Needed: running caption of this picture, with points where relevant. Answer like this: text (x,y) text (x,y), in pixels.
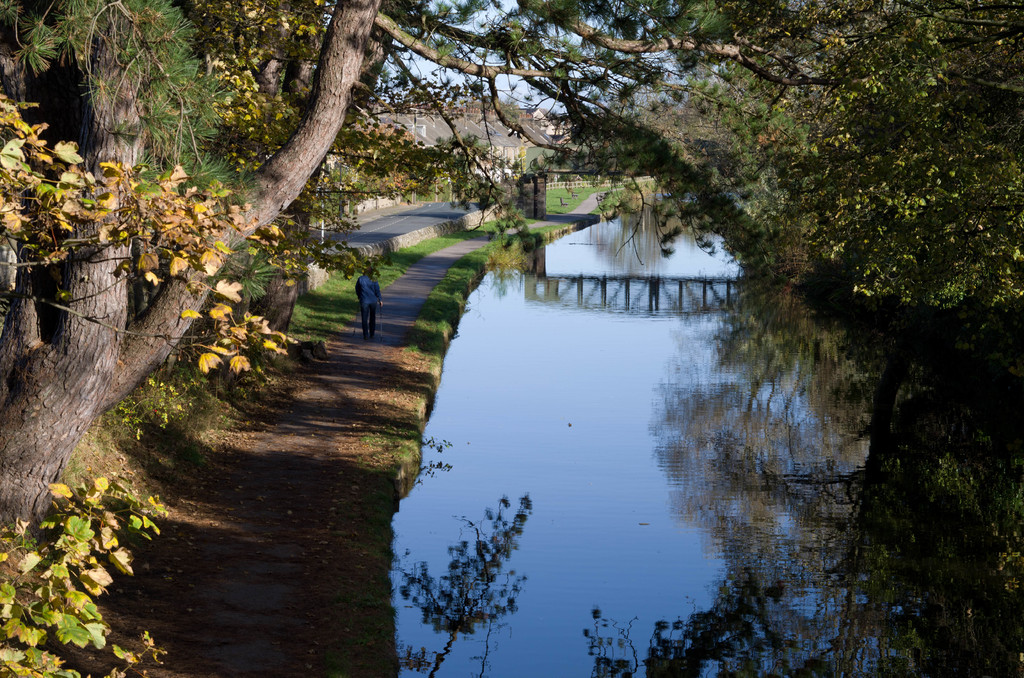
This image consists of water (561,550). On the left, there is a person (366,312) walking. On the left (273,95) and right, we can see the trees (93,260). In the background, there are houses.
